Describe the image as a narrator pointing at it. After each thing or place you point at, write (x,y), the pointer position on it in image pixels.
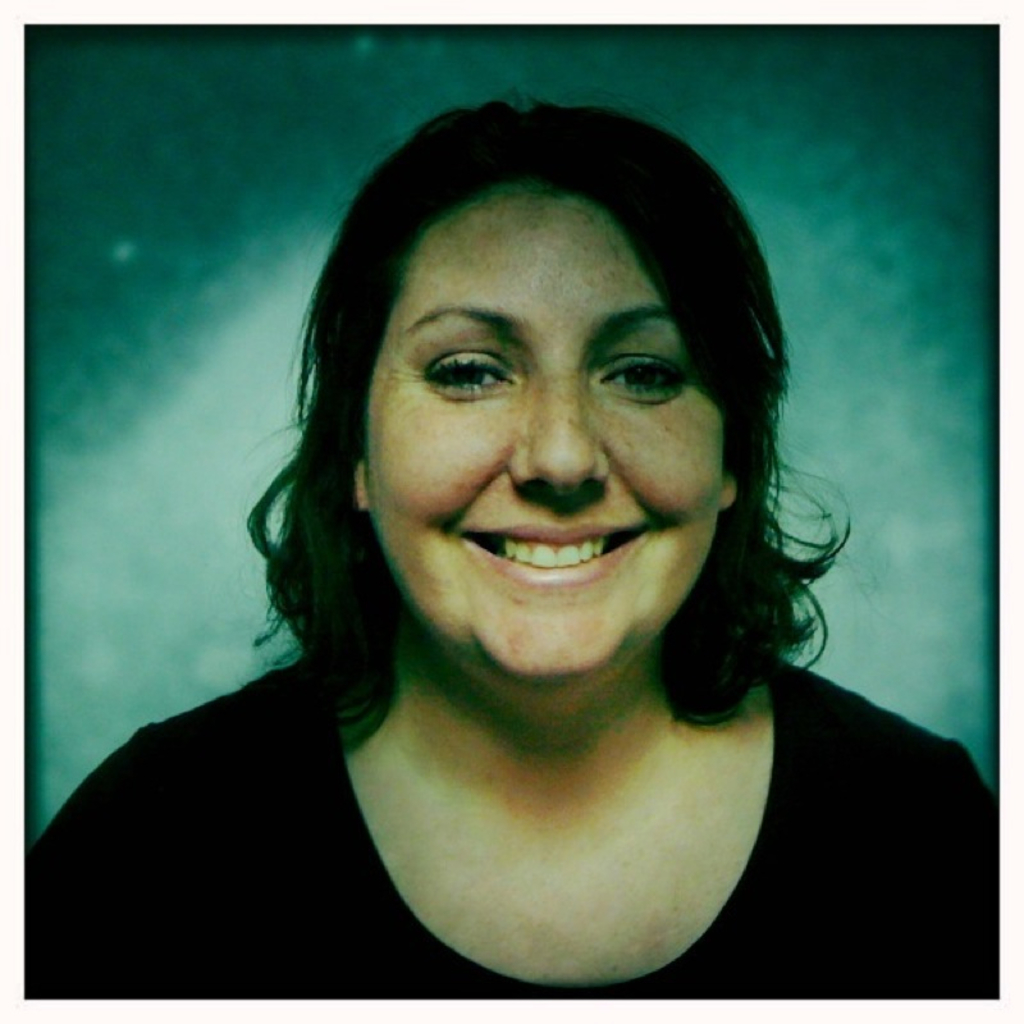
In this picture I can see a woman (331,513) smiling, and there is blur background (85,549).
